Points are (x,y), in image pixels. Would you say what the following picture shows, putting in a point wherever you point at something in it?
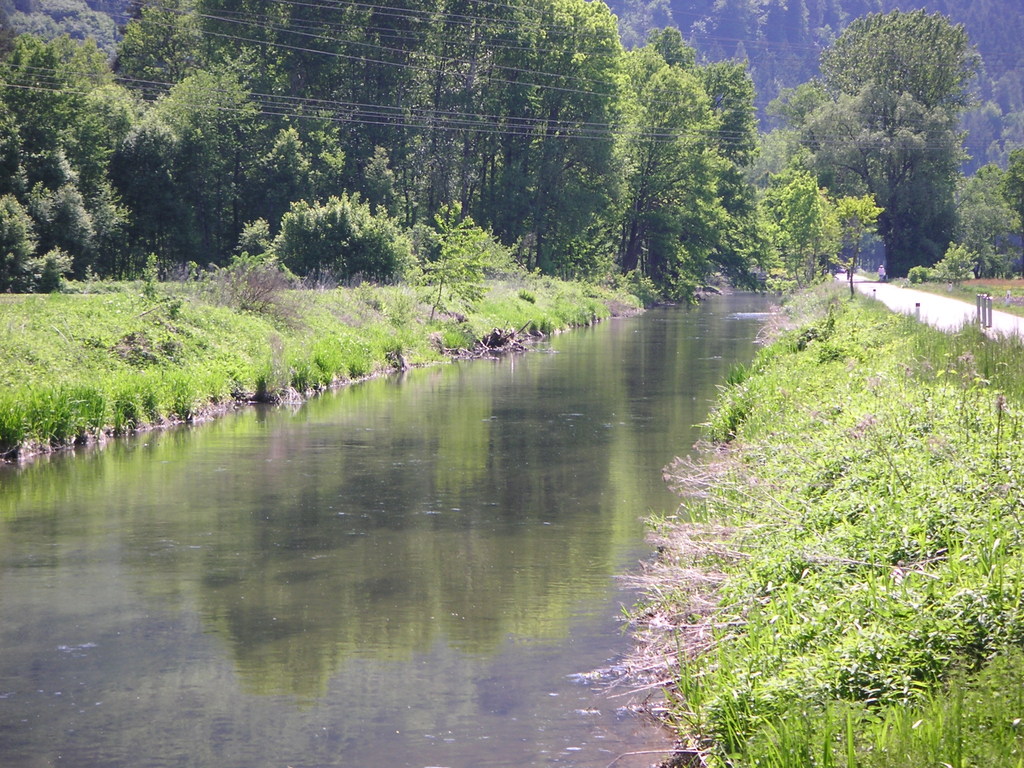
In the center of the image (630,465) there is water (489,466). On the right side of the image (947,304) there is a road (931,305). At the bottom of the image (916,545) there is grass (968,545) on the surface (234,322). In the background of the image (561,160) there are trees (668,64).
